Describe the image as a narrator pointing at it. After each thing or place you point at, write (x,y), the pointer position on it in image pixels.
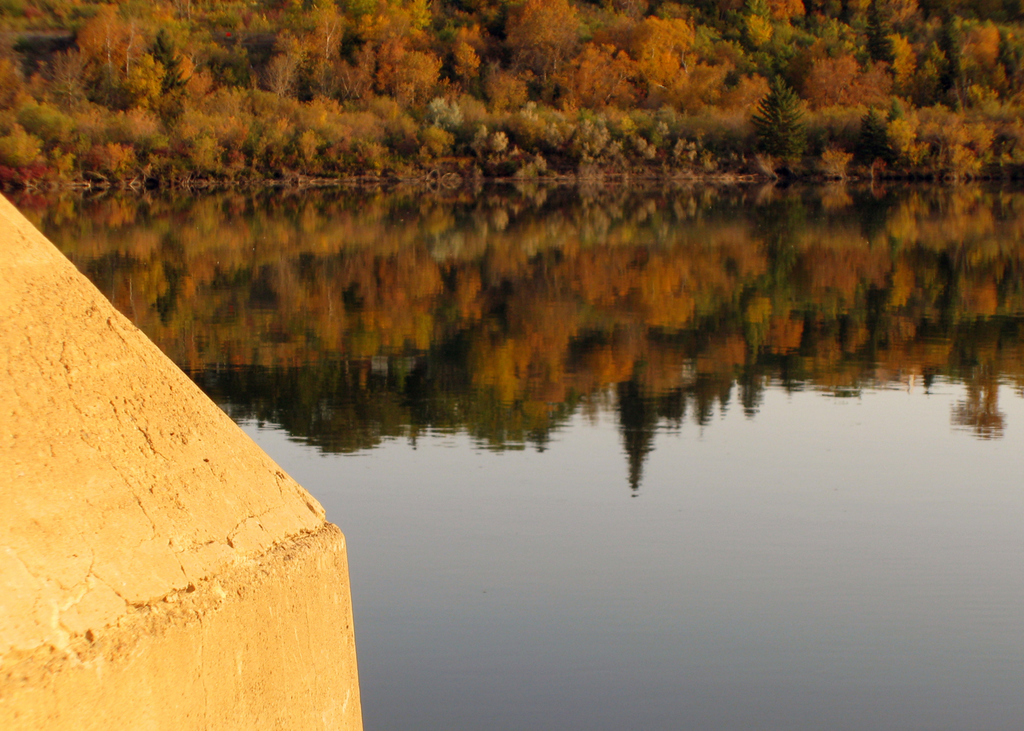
In this image we can see water (462,215). In the back (558,117) there are trees (457,117). On the left side (187,493) there is wall (202,581).
